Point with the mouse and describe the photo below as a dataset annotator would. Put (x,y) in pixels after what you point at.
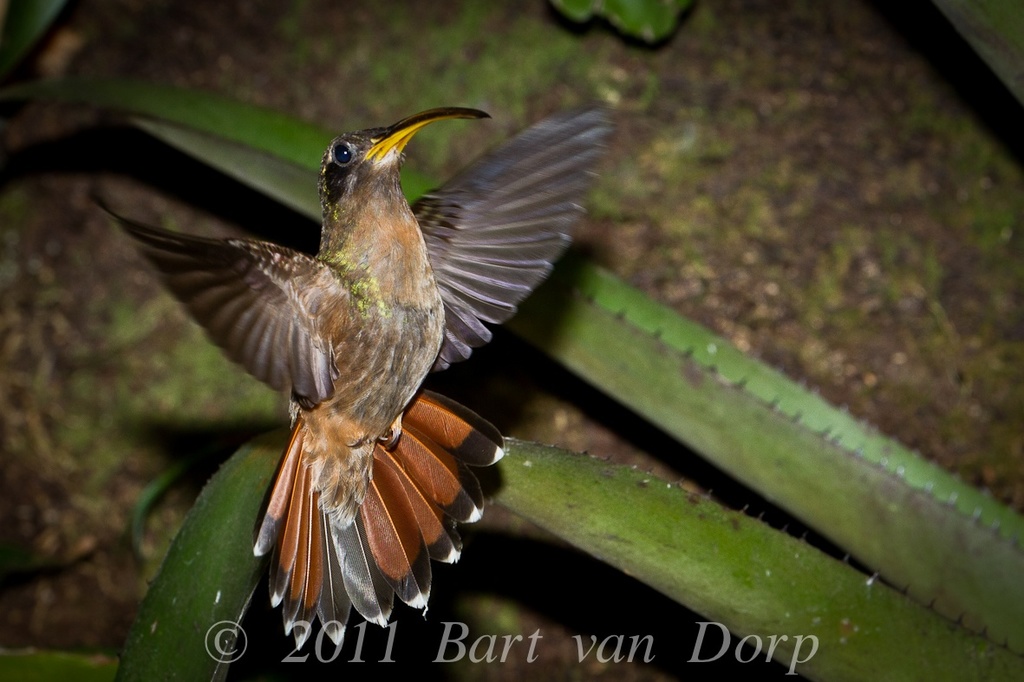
In this image we can see a bird (407,518), plant (179,655), and ground (922,418). At the bottom of the image (291,660) we can see some text (365,637).
